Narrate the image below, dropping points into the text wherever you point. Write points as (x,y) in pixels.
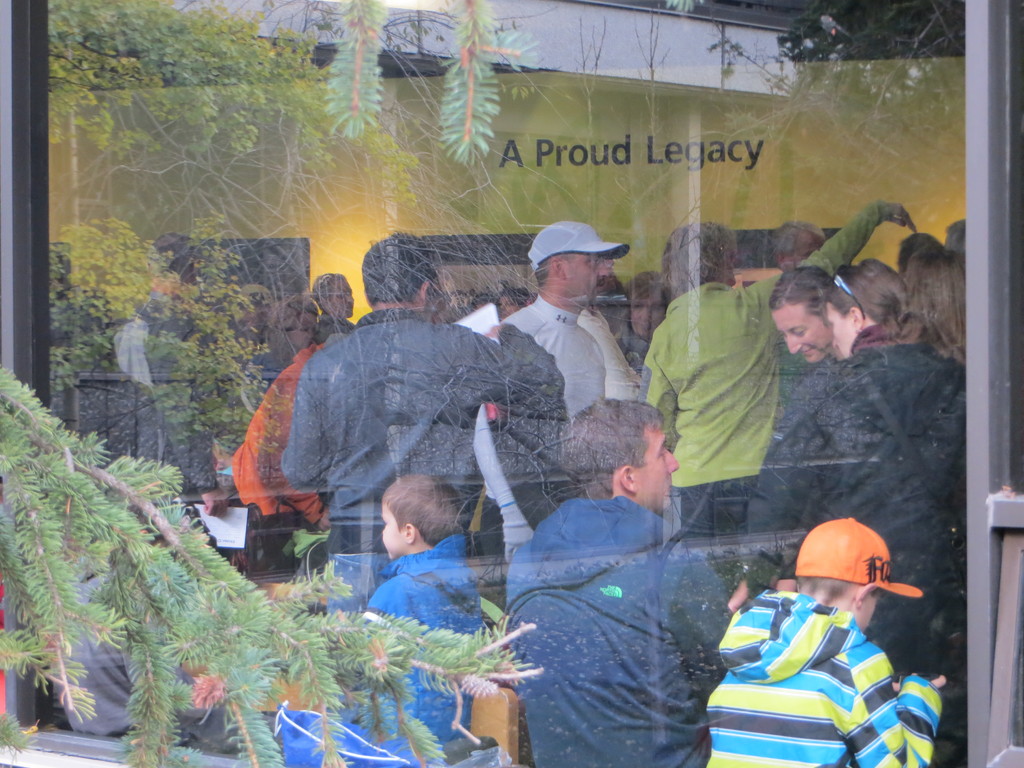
On the left side (194,565) there is a branch (218,630) of a tree (216,634). There is a glass wall (351,252). Through that we can see many people (471,395). Some are wearing caps (812,544). In the back (417,165) there is a wall (698,175) with something written on it.
